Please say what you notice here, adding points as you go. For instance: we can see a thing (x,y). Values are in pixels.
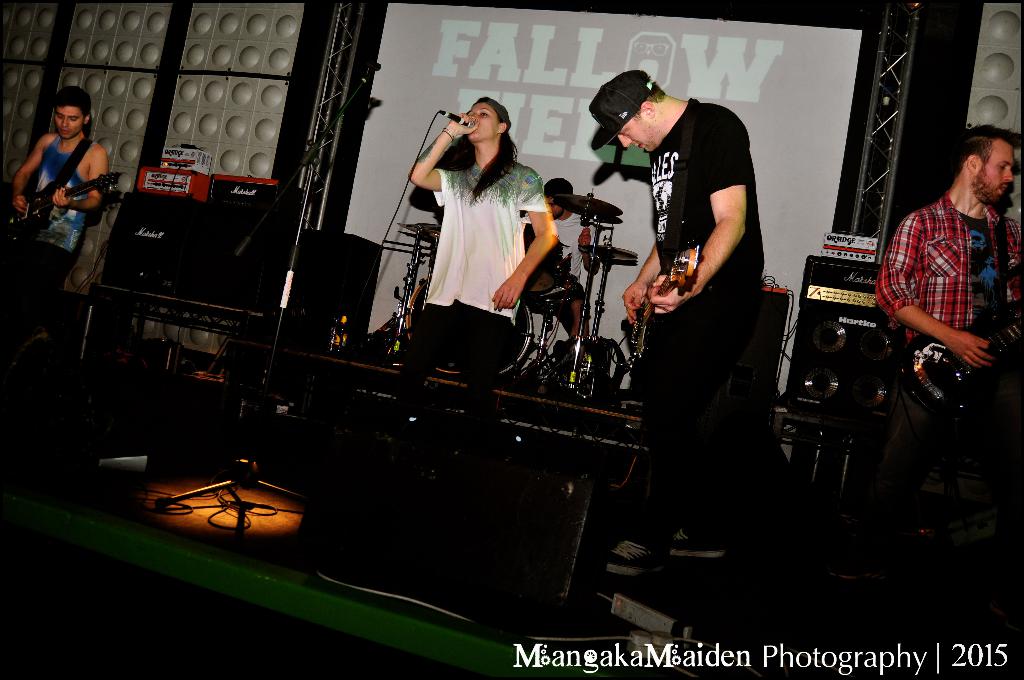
In this image I see 5 persons (994,176) on the stage (262,509) and 3 of them are holding guitars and this person (493,335) is holding a mic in hand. In the background (592,259) I see another person (574,280) with drums (584,212) and few equipment (509,323) over here.
